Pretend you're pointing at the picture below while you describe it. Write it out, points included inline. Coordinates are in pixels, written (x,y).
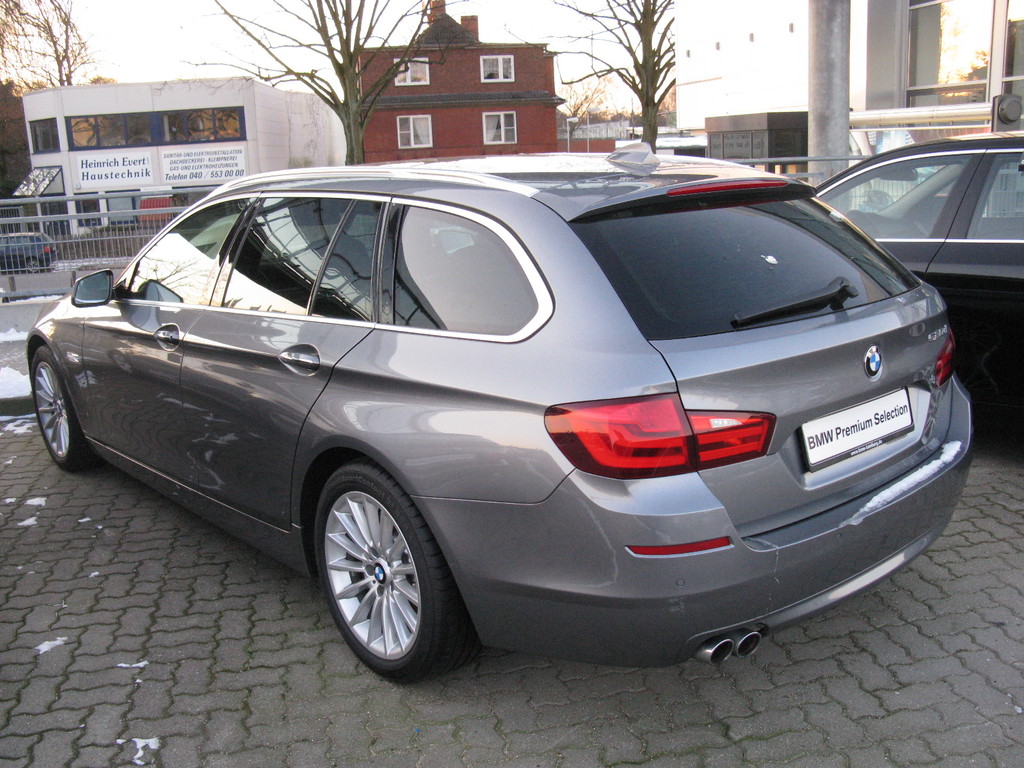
In this image there are cars (501,597) on a road (255,646), in front of the cars (123,299) there is a fencing (62,236), in the background (345,143) there are trees (6,134) and buildings (300,156).
